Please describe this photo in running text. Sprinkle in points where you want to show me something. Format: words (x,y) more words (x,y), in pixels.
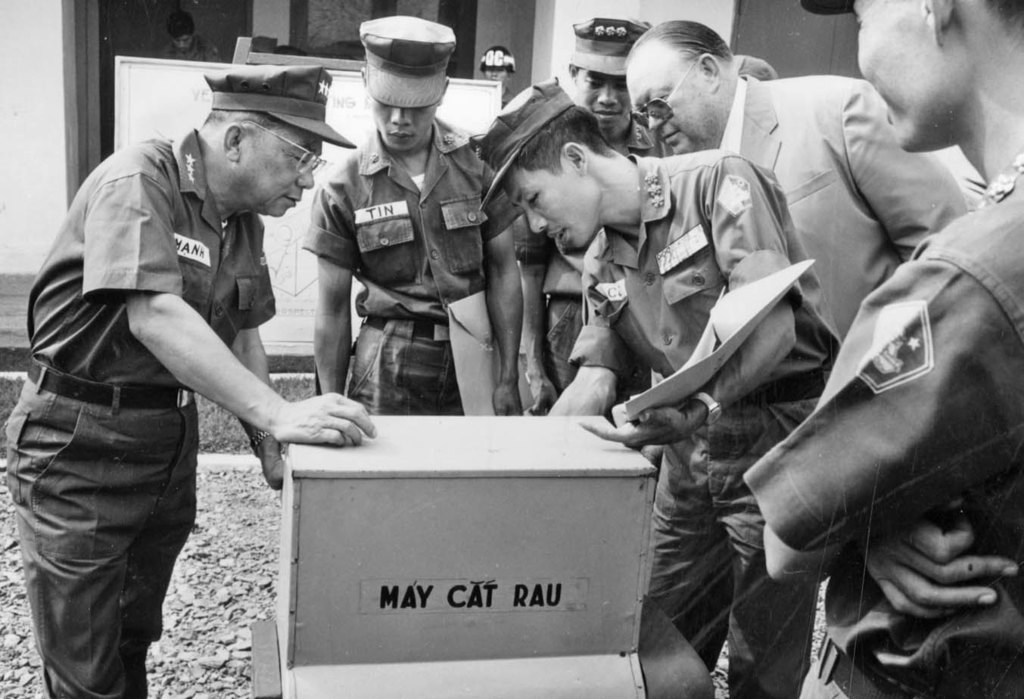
In this image I can see number of people (334,231) are standing and I can see most of them are wearing uniforms (582,287). On the right side of this image (687,55) I can see one man (762,88) is wearing formal dress (827,146) and shades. I can also see a box (286,694) in the front (360,683) and on it I can see something is written. In the background (126,104) I can see a board (126,62) and I can see this image is black and white in colour.
